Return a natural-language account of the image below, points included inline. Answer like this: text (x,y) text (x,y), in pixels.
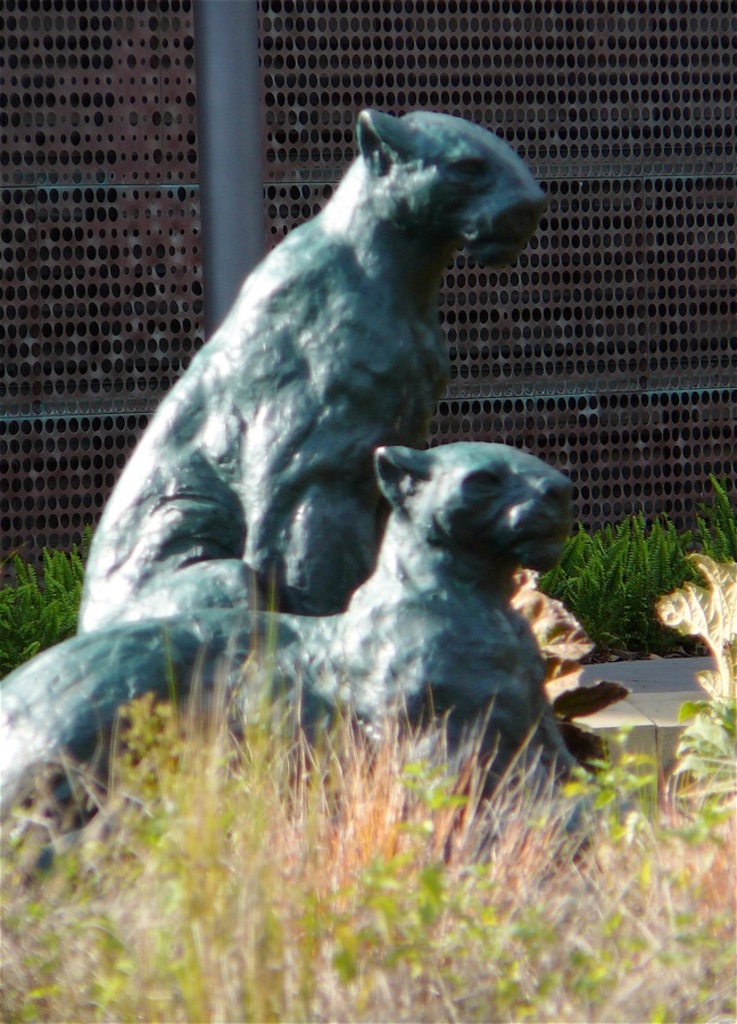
Here we can see a grass (387,829) and statues (462,666). Background (465,330) there is a pole (222,21), plants (674,583) and mesh (38,552).
